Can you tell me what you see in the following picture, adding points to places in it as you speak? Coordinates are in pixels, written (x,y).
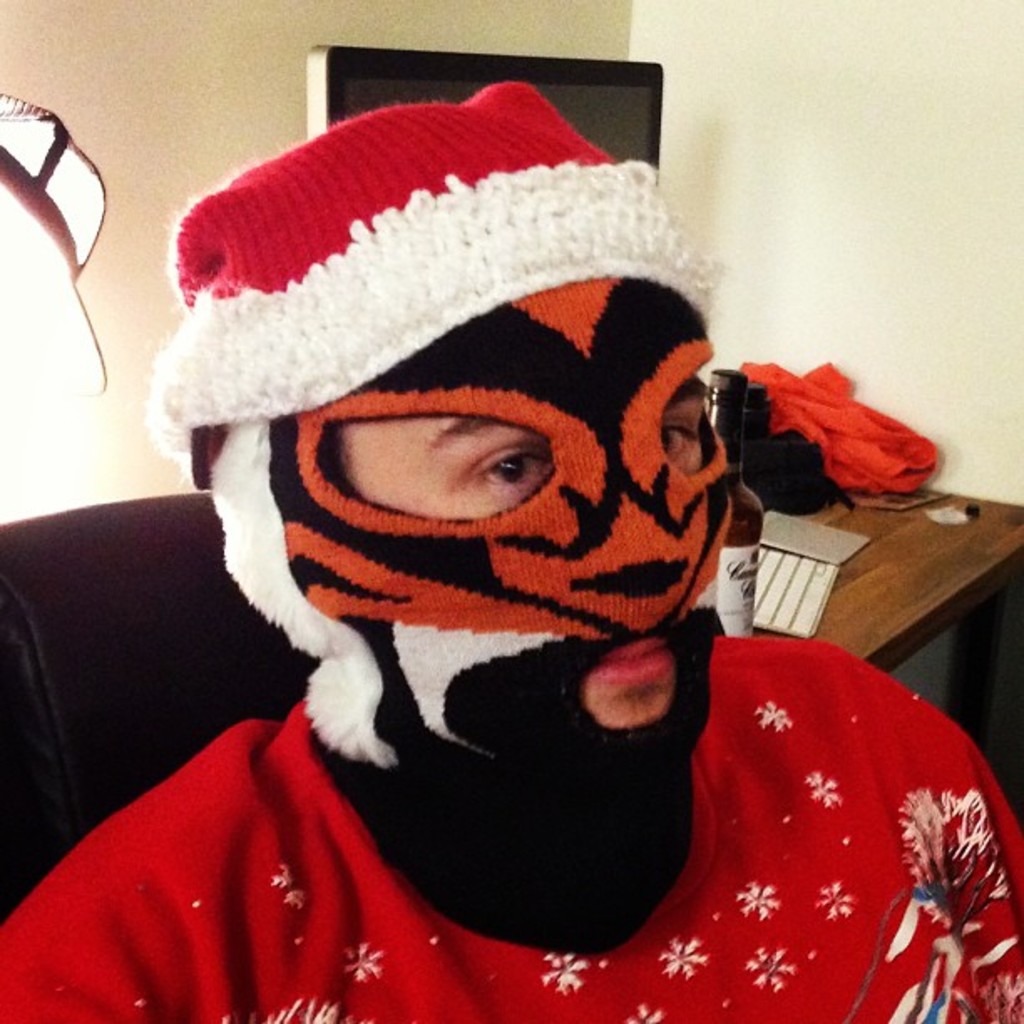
In this image there is a man (437,602) sitting on a chair (107,588) wearing mask (552,610), in the background (934,582) there is a table (925,535), on that table (966,538) there is a bottle (753,508), papers (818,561) and clothes (782,388) and a monitor (630,113), behind the monitor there is a wall (872,37).
